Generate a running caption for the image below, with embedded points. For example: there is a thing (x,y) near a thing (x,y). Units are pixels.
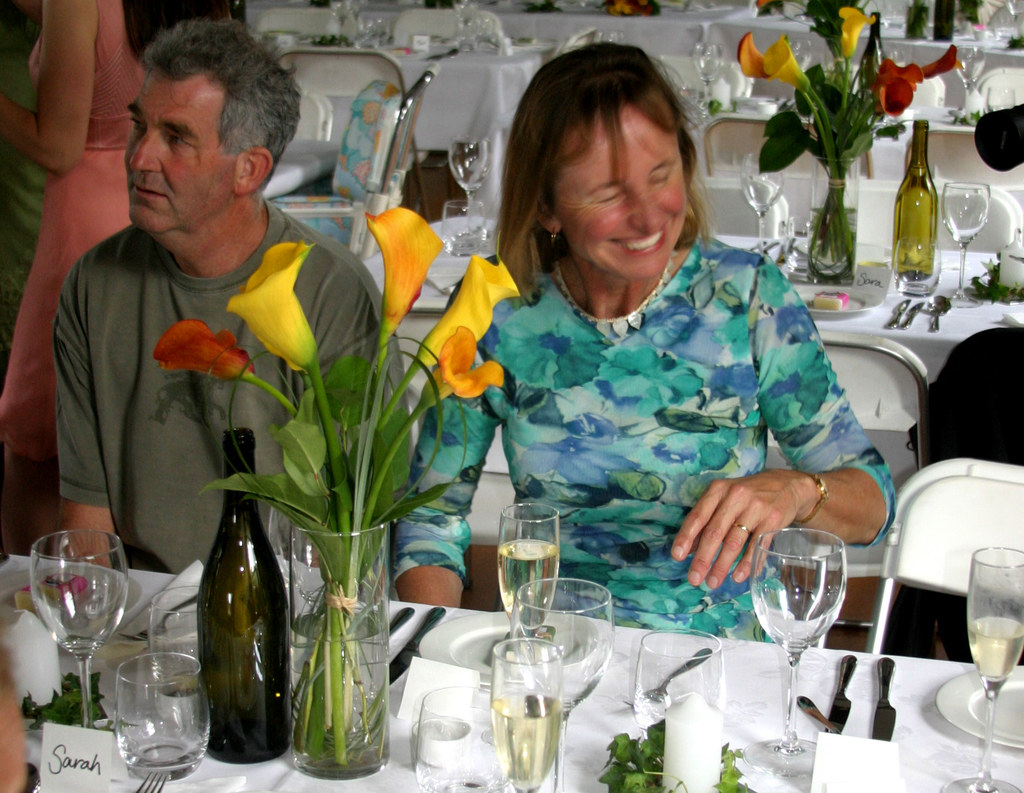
As we can see in the image there are three people (345,264), chairs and tables (589,698). On table (379,670) there is a flask (376,692), flower (379,332), bottle (257,519), glasses (564,615), spoons (695,664) and forks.
